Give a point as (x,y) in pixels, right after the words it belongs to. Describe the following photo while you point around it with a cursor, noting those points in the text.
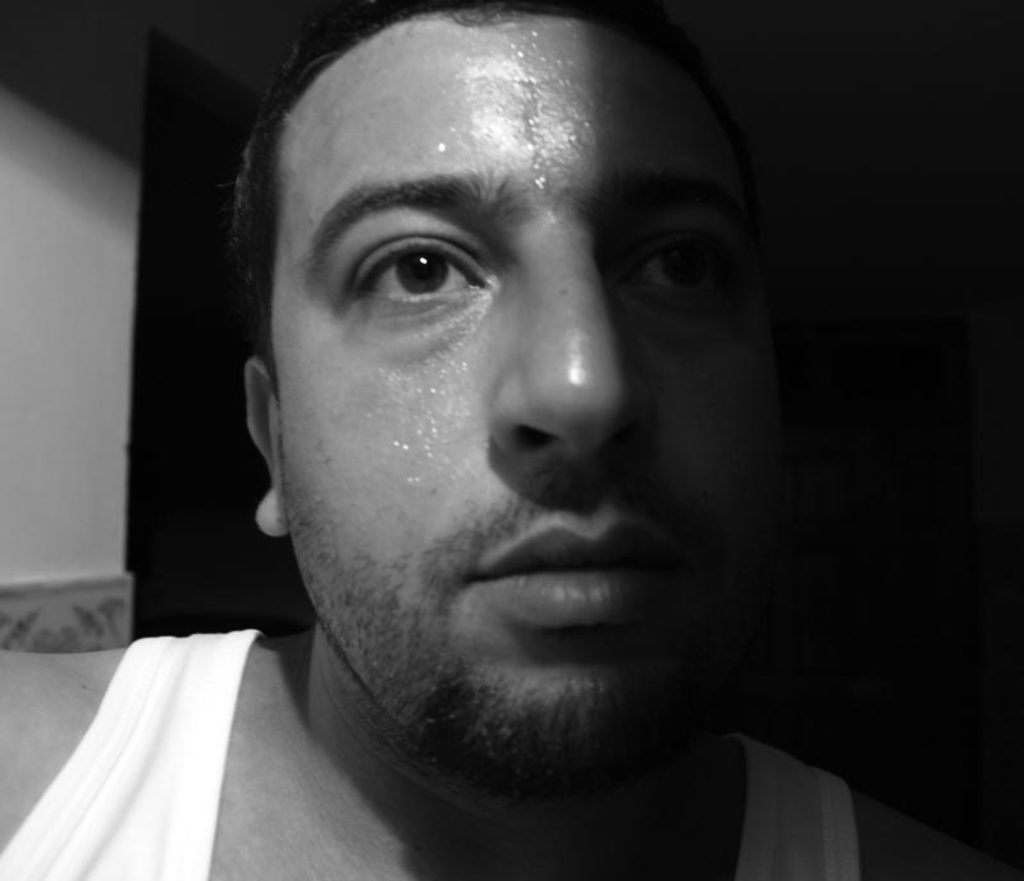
In this picture I can see there is a man (513,188), he is sweating and there is a wall (38,365) on the left side (40,328) and the backdrop (164,475) is dark at the right side (977,604).
